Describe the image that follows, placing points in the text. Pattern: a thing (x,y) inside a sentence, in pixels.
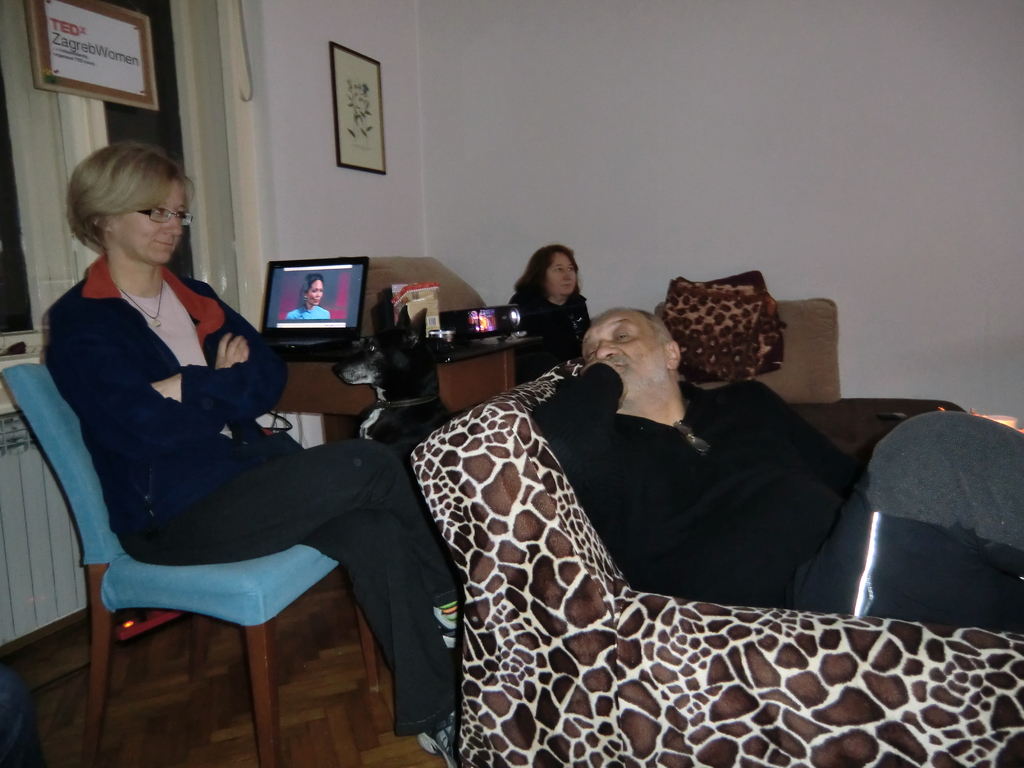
This man (698,421) wore black t-shirt (732,471) and sitting on a couch (521,523). Backside of this couch (509,632) a woman (297,446) is sitting on a blue chair (71,438) and wore jacket (199,405). Beside this woman (249,392) there is a black dog (404,394) and table (444,360), on this table (315,367) there is a laptop (299,322) and projector (468,322). A picture (361,134) on wall (265,94). A board (117,60) is on window (75,142). Far this woman (539,305) is also sitting on a couch (757,341) with pillows (745,328).
